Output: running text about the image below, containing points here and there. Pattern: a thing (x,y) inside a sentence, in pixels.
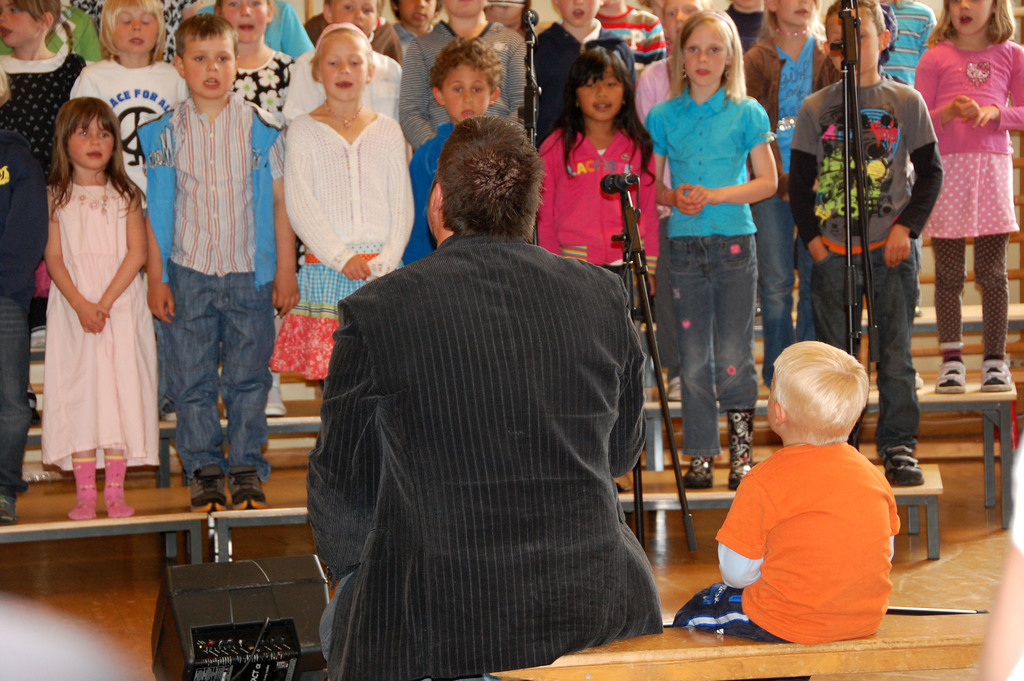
in this picture there are group of children (670,151) those who are standing in series at the top side of the image (994,52), there is a man (480,144) and a small boy (826,461), they are sitting in the center of the image (527,265), on a bench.
